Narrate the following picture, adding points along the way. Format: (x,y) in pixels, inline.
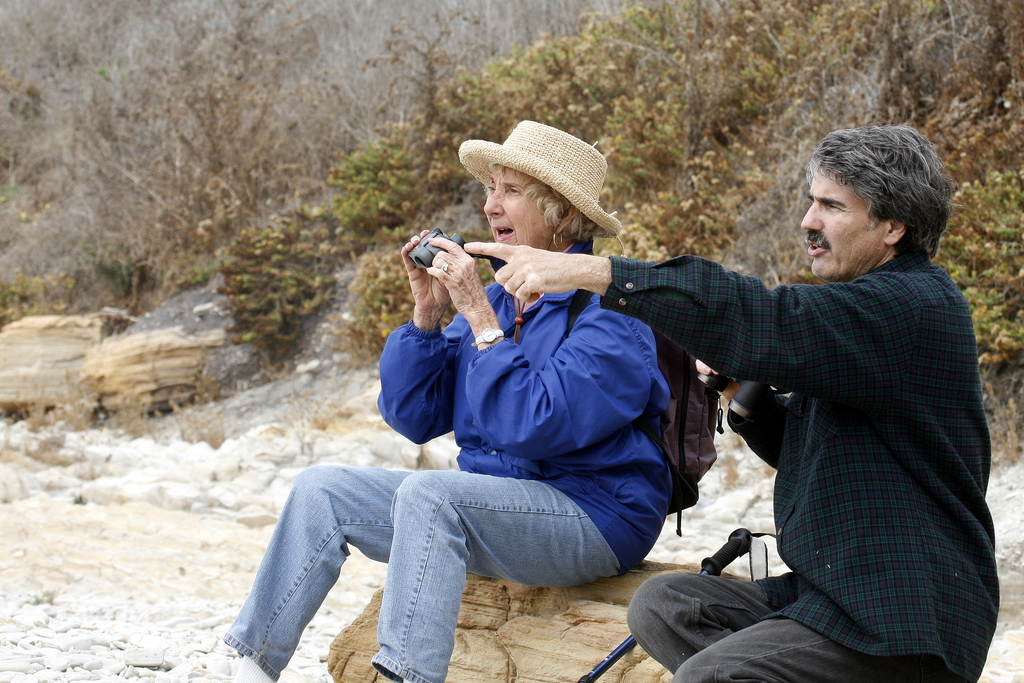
In the image two persons (441,670) are sitting and holding a binoculars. Behind them there is a hill (106,66) and plants (338,207).
